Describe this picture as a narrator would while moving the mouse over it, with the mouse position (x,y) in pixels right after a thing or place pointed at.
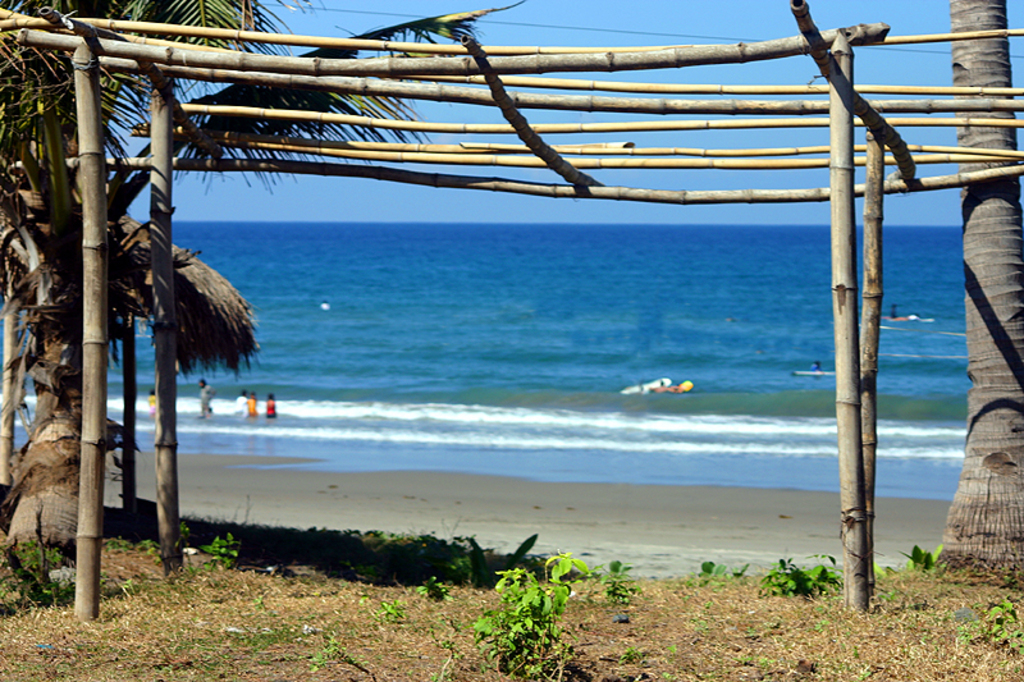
This is the picture of a sea (519,247). In the foreground (267,71) there are bamboo sticks (435,158) and there are trees (999,491). At the back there are group of people (150,403) standing in the water (321,452). At the top (933,129) there is sky (610,117). At the bottom (737,503) there is water (569,303) and sand (666,515). In the foreground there are plants (397,568).
